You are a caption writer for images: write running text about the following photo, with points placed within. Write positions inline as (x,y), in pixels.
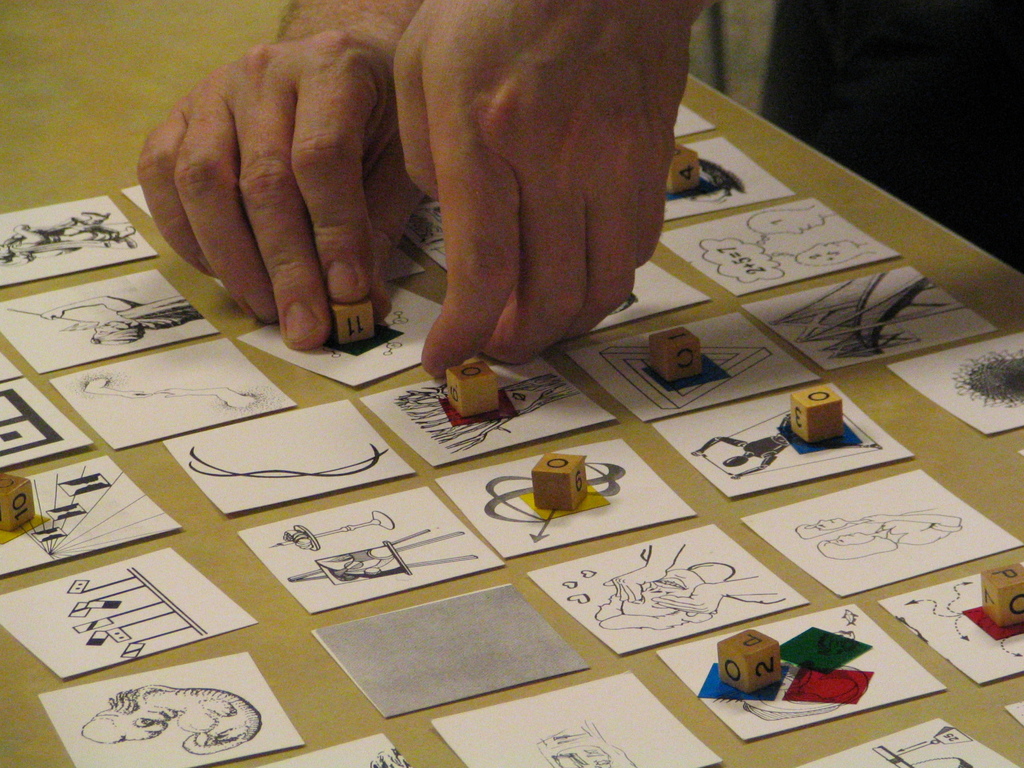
There are stickers (389,510) on a platform (38,162) and among them there are few pieces (348,325) on the stickers (199,621) and we can see a person hand (313,252) is holding a dice (358,334) and sticker (368,360) on the platform (310,390).
